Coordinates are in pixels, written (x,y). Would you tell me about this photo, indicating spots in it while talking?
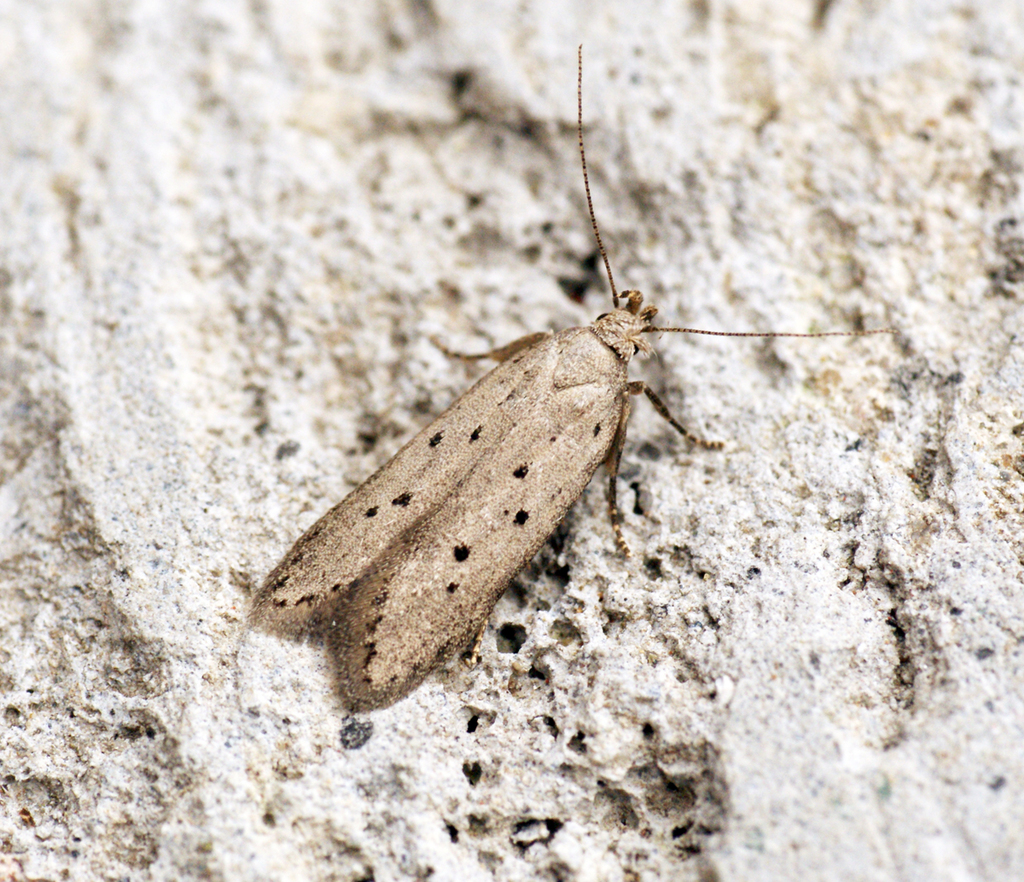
In this image we can see an insect (613,497), it is in brown color.
